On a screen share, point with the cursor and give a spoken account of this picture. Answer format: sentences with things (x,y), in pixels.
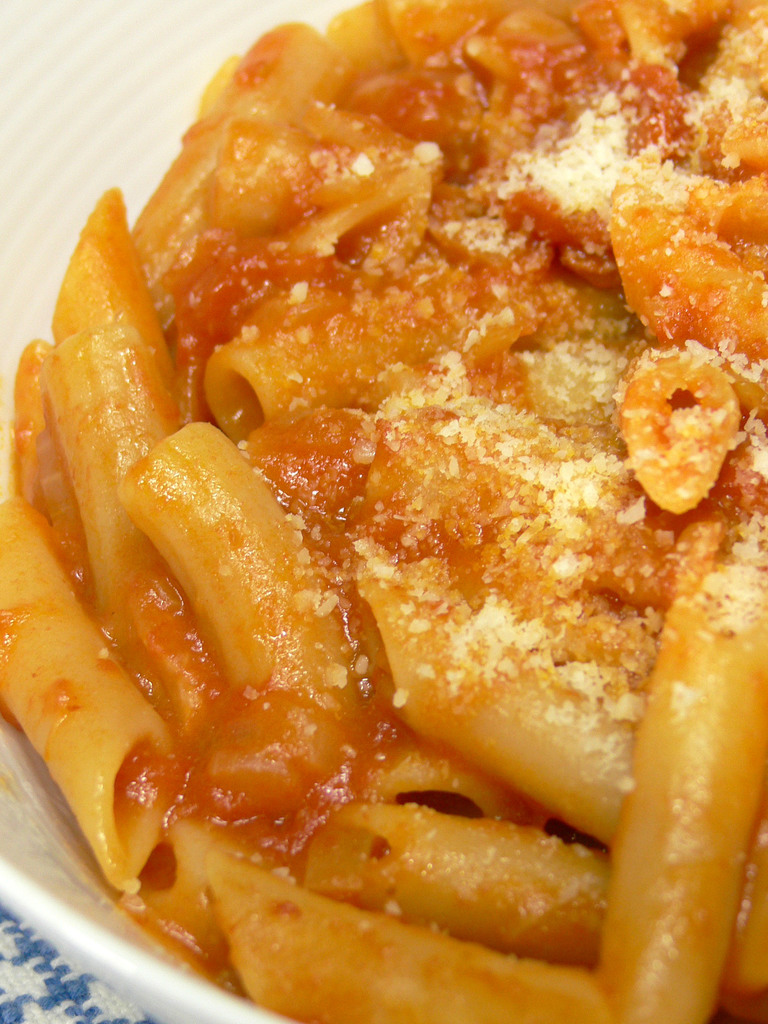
In this image I can see the food (331,726) in the bowl (104,957) and the food (451,534) is in brown and cream color and the bowl (127,939) is in white color.
